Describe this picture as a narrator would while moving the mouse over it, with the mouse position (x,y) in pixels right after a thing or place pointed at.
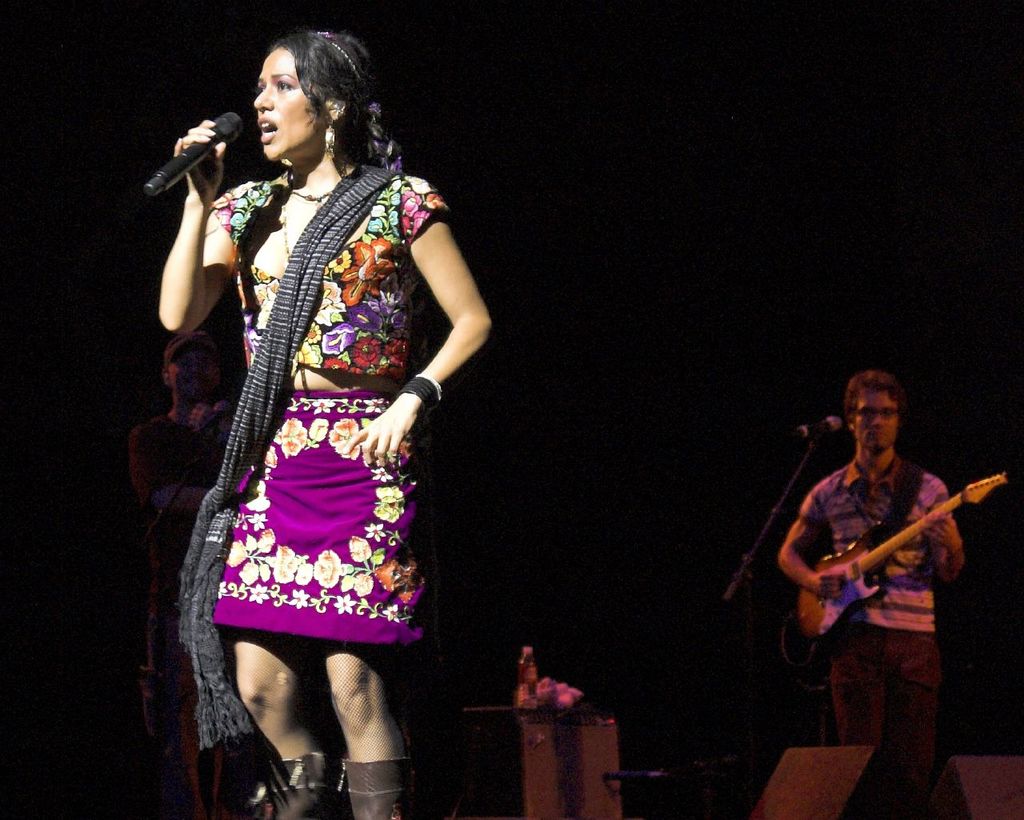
In the foreground (390,733) I can see a woman (443,352) is holding a mike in hand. In the background (799,572) I can see two persons (829,522) are playing musical instruments (868,549) in front of a mike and speakers (952,799). The background (475,179) is dark in color. This image is taken may be on the stage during night.
